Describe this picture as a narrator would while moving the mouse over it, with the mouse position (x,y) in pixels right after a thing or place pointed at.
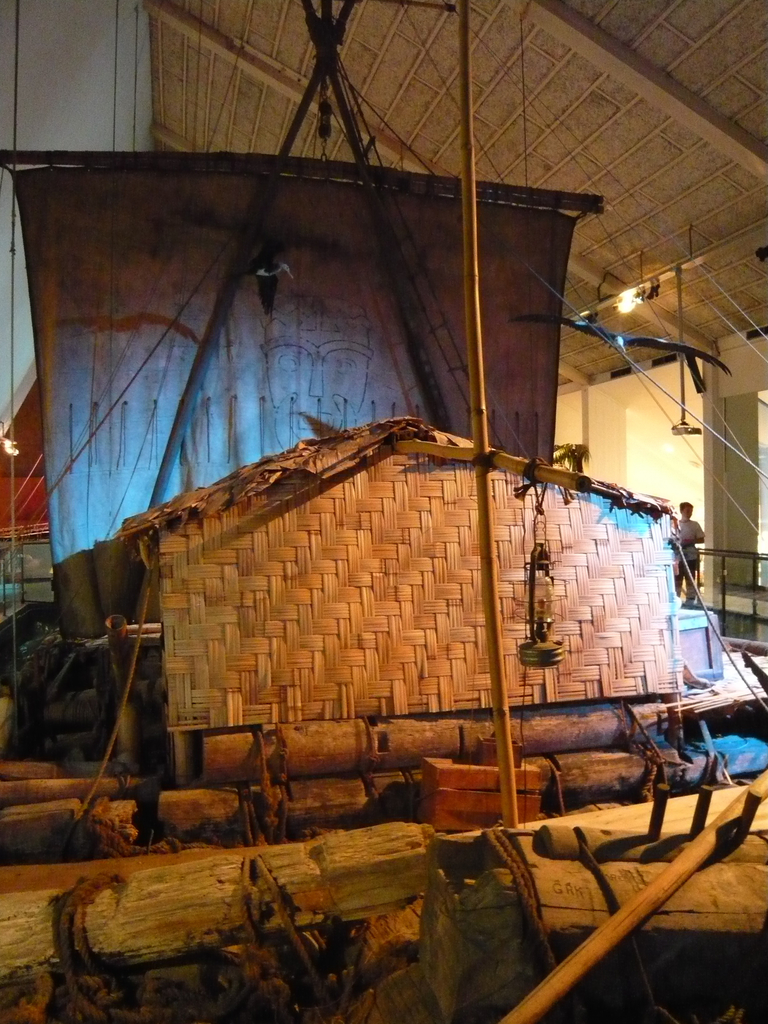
In this image I can see the hut (366,517) which is in brown color. In-front of the hut (291,608) I can see the wooden objects (284,885) and rope (277,895). In the background (269,424) I can see the banner (336,317). To the right (692,549) there is a person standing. In the top (602,302) I can see the light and the roof (409,42).
